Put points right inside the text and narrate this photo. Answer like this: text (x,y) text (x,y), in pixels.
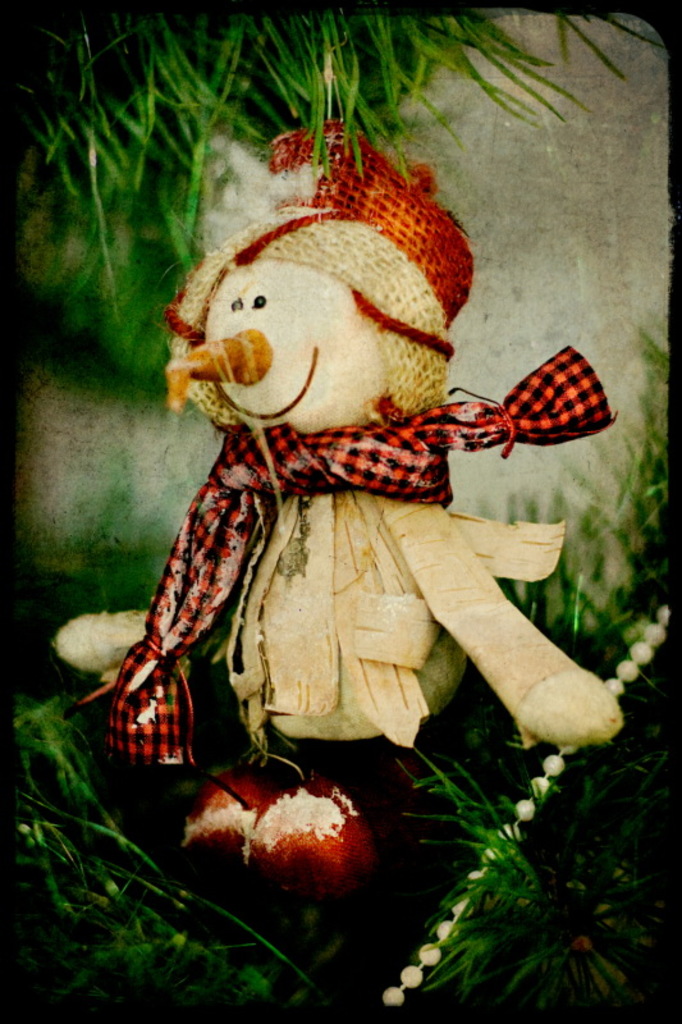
Here we can see a toy (401,510) and this is grass (168,934).
